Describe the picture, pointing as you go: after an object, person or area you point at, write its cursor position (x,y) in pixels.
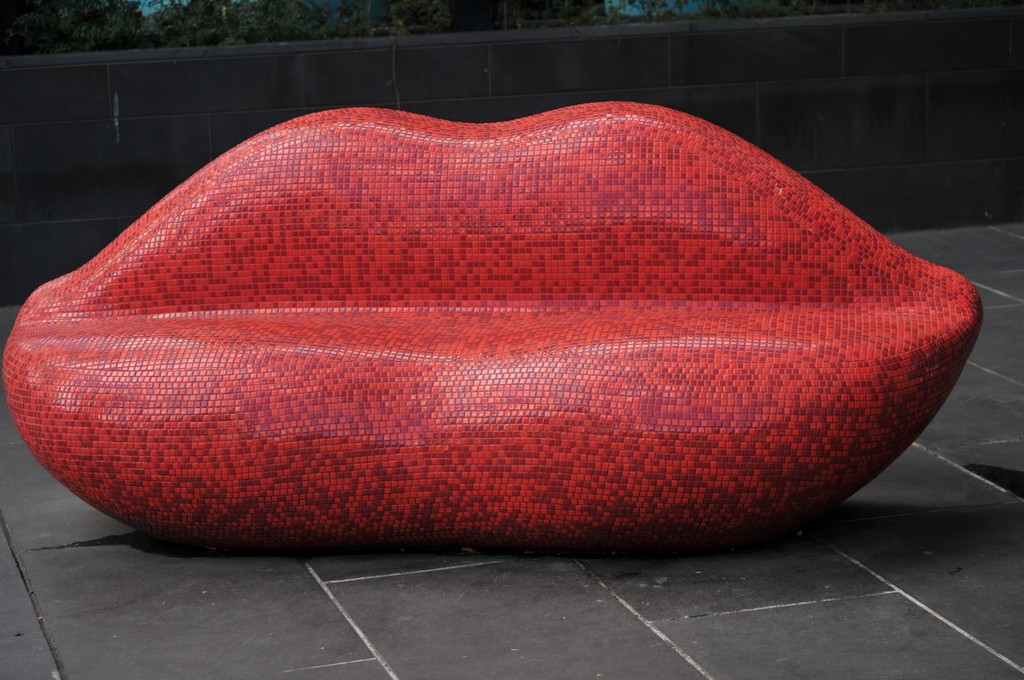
In the center of the image (452,323), we can see a couch (495,412), which is in the form of a lip (432,291) and in the background (227,48), there are trees (108,42) and there is a wall (765,83). At the bottom (381,613), there is a floor (410,623).
